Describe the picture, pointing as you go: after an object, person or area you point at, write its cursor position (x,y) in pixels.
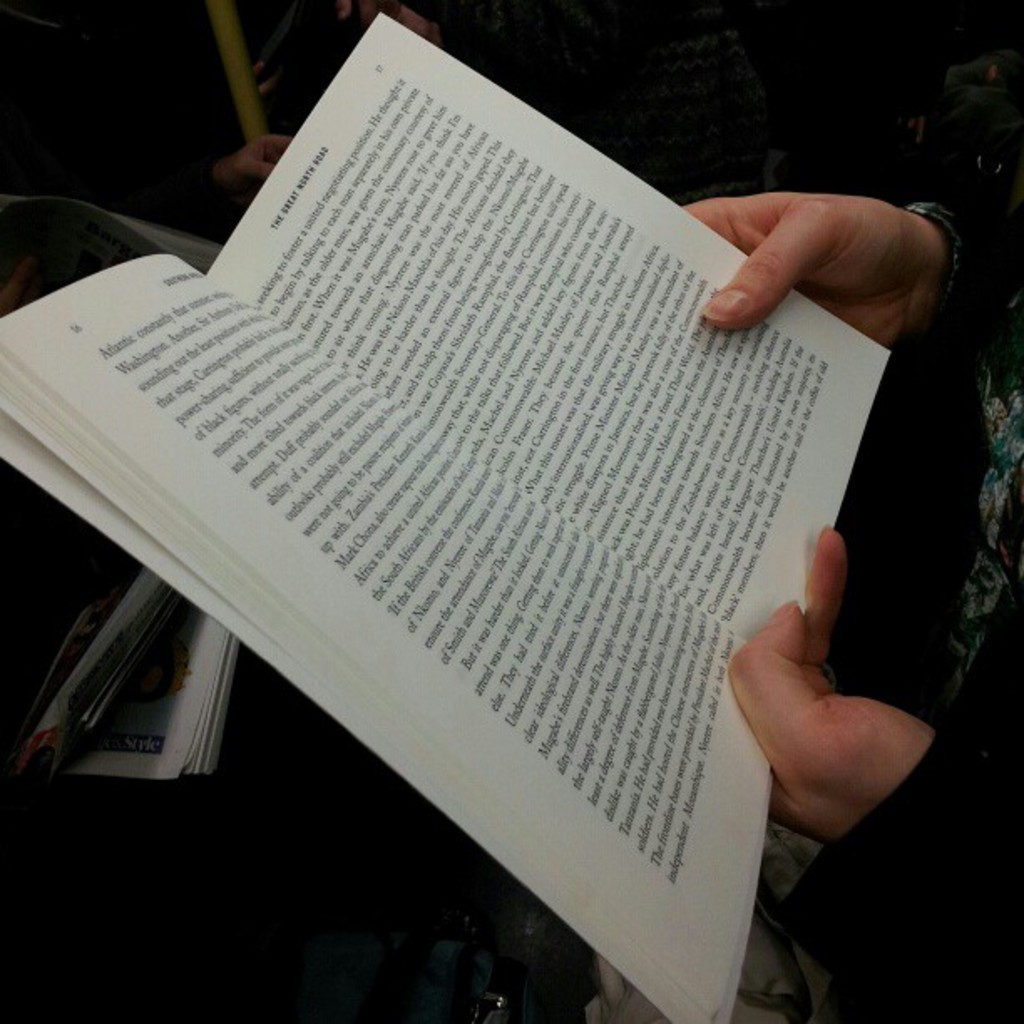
In this image I can see a person (782,624) holding a book (386,381). Some matter (453,400) is written in the book (605,658).
